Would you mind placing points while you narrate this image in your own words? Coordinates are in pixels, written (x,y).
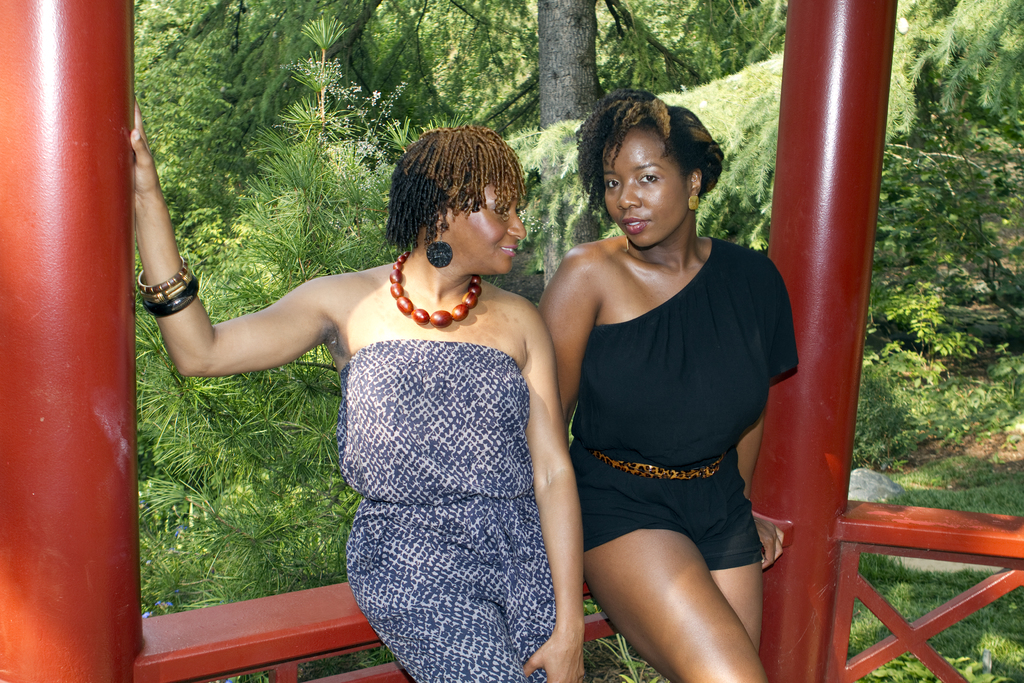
In this image we can see two women (621,503) sitting on the fence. We can also see some poles (853,359). On the backside (636,72) we can see the bark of a tree (632,29), some plants (885,363) and a group of trees (203,244).
